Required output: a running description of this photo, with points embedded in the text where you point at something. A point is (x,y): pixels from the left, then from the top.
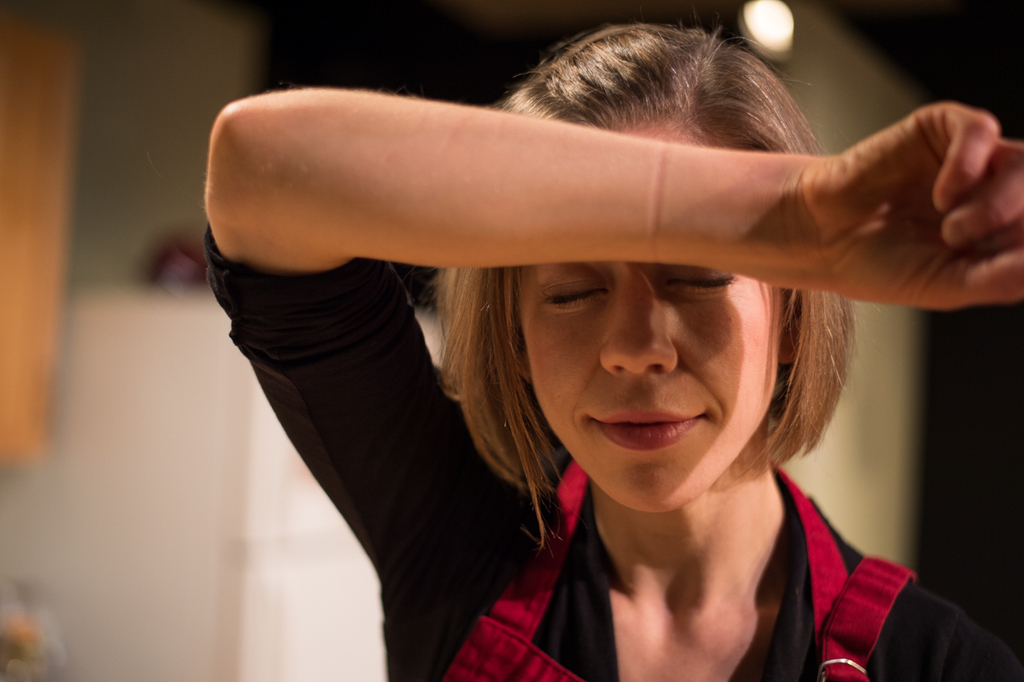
In this picture we can see a woman (524,287) smiling, light (755,23) and in the background (73,294) it is blurry.
